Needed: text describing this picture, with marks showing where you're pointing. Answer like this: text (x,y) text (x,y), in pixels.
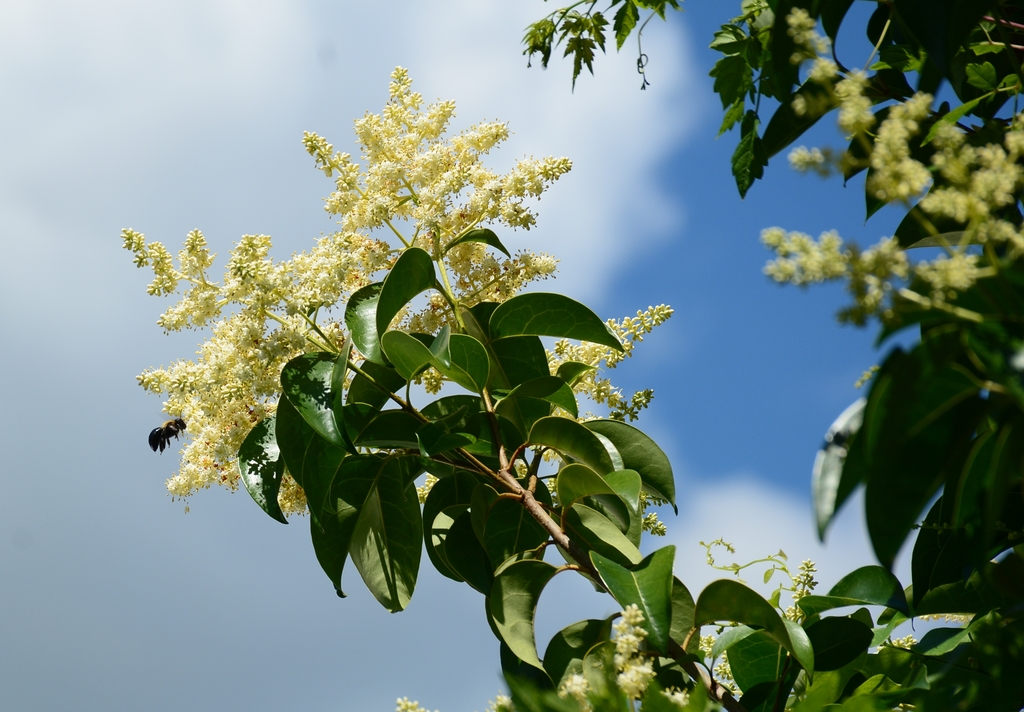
In this picture we can see a tree (954,6). Here we can see some flowers (257,359). On the background (677,268) we can see sky (699,160) and clouds (629,131).
